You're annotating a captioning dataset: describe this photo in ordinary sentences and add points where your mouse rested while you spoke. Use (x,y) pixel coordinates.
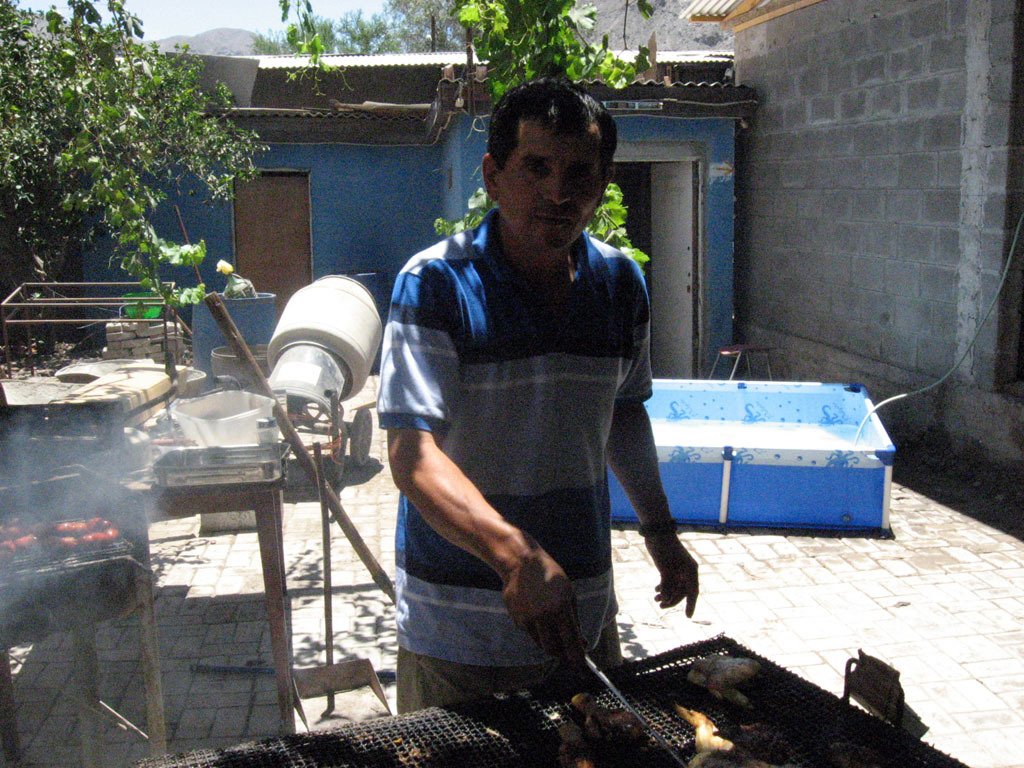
There is a man (520,195) standing and holding a stick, in front of him we can see food items (721,666) on grills (444,739). In the background (364,542) we can see house (346,158), wall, wooden stick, barrel (335,341), blue box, trees (80,111), rods (327,632), objects (331,356) and sky (248,4).
